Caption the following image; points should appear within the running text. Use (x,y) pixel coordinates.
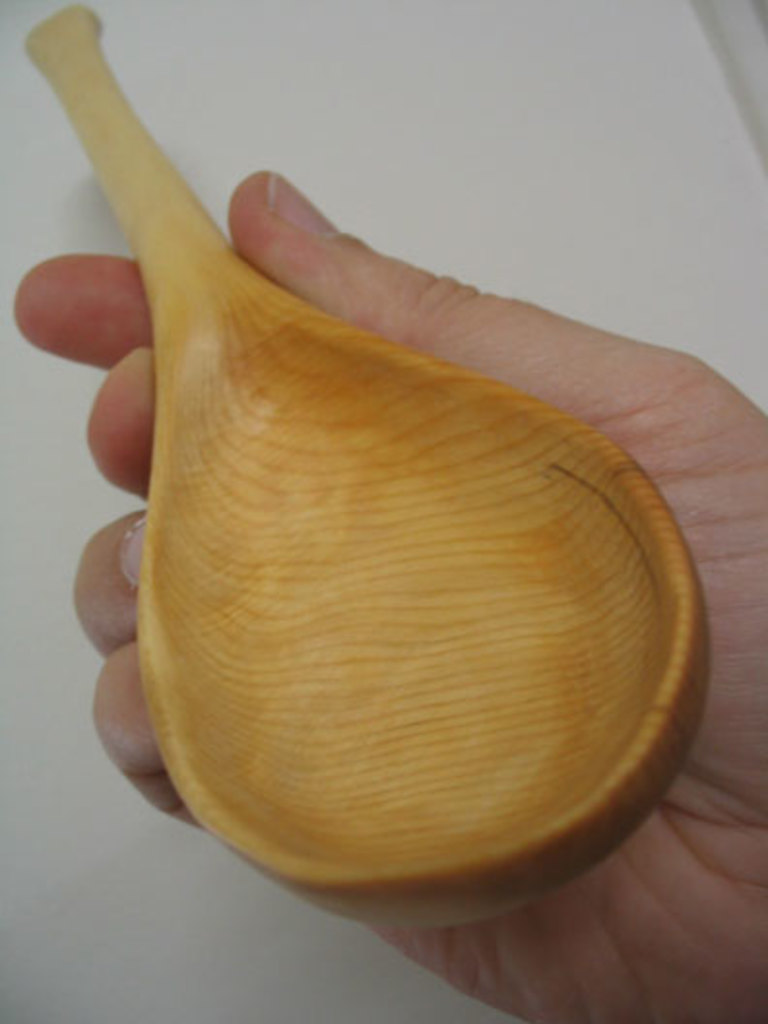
In this image there is a hand (638,455) of a person (574,331) holding a spoon (324,534).
